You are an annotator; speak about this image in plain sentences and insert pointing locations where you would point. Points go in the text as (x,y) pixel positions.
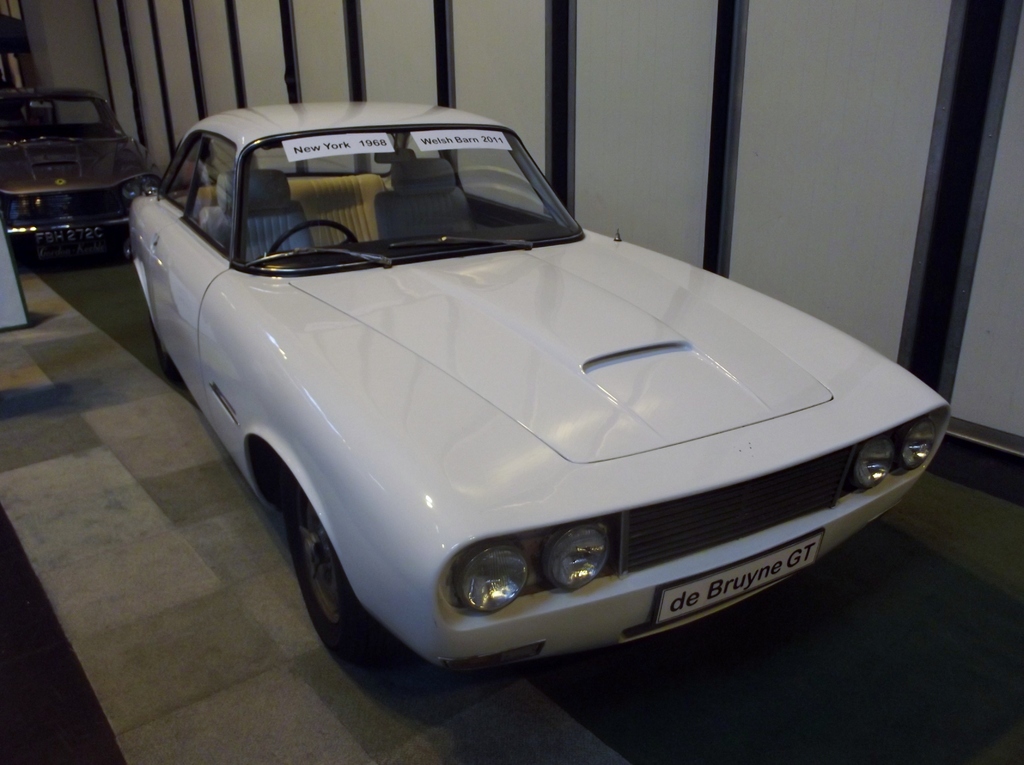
This is the picture of a place where we have a car (391,230) to which there are two papers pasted on it and behind there is an other car (109,197).
